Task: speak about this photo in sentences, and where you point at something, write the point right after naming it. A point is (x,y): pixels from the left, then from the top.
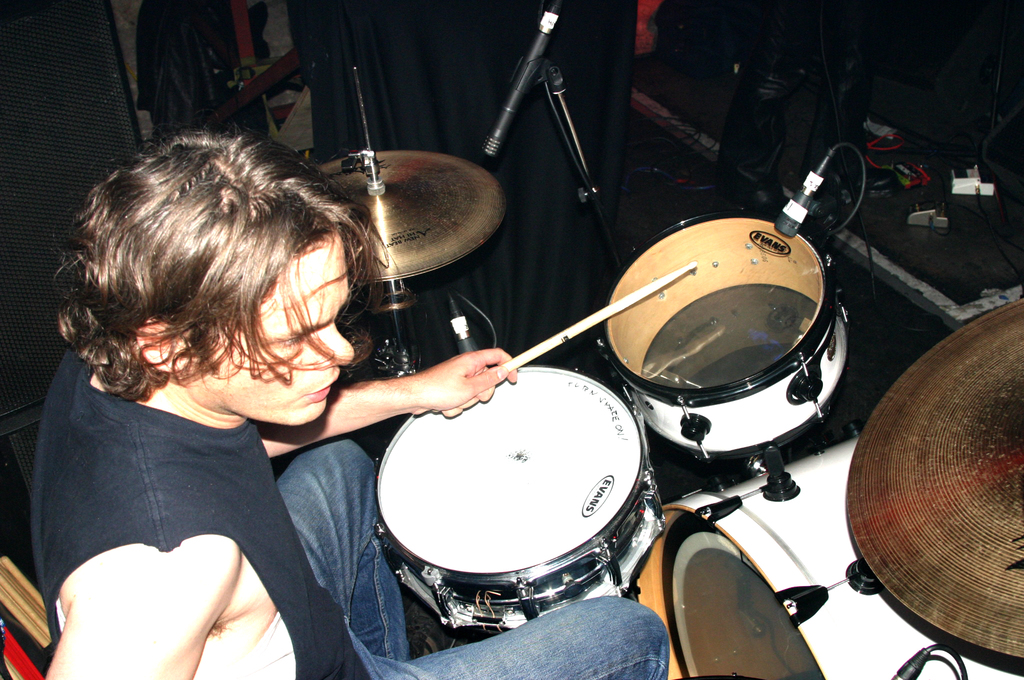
In this picture we can see a man (376,551) is sitting and playing drums (440,497), we can see cymbals (916,492), drums (741,589) and microphones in front of him, there are some wires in the background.
